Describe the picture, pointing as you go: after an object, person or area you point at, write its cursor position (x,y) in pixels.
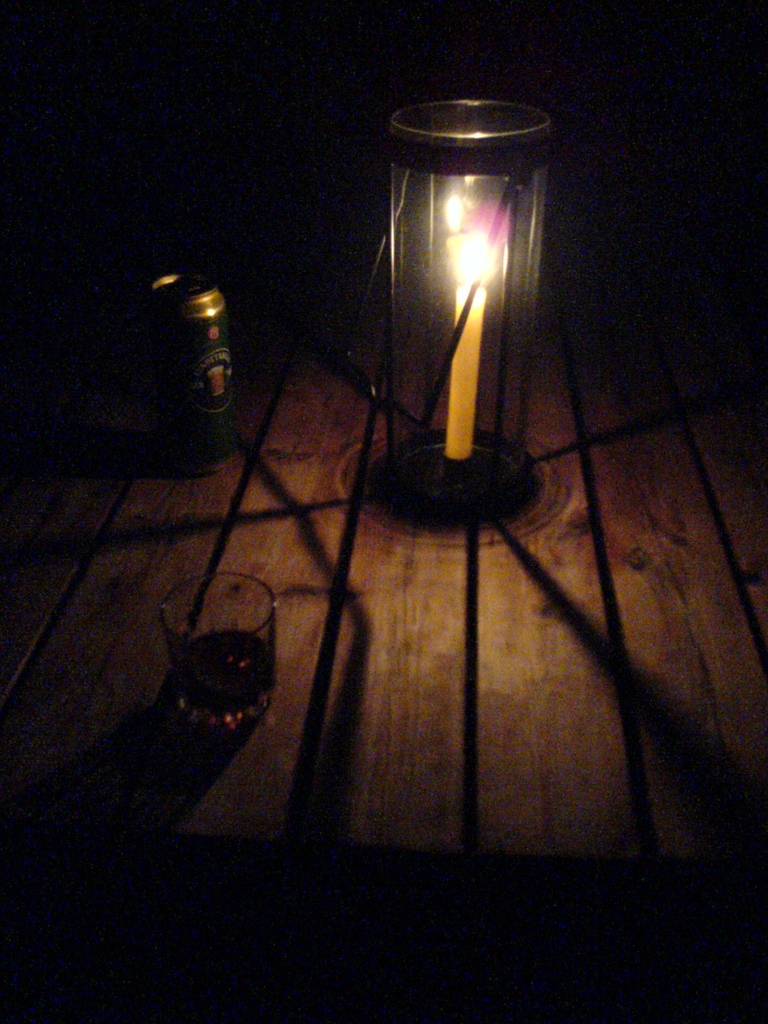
In this image there is a table (681,538) and we can see a tin (233,443), glass (251,692) and a candle (470,390) placed in the holder (402,378) placed on the table (383,567).
